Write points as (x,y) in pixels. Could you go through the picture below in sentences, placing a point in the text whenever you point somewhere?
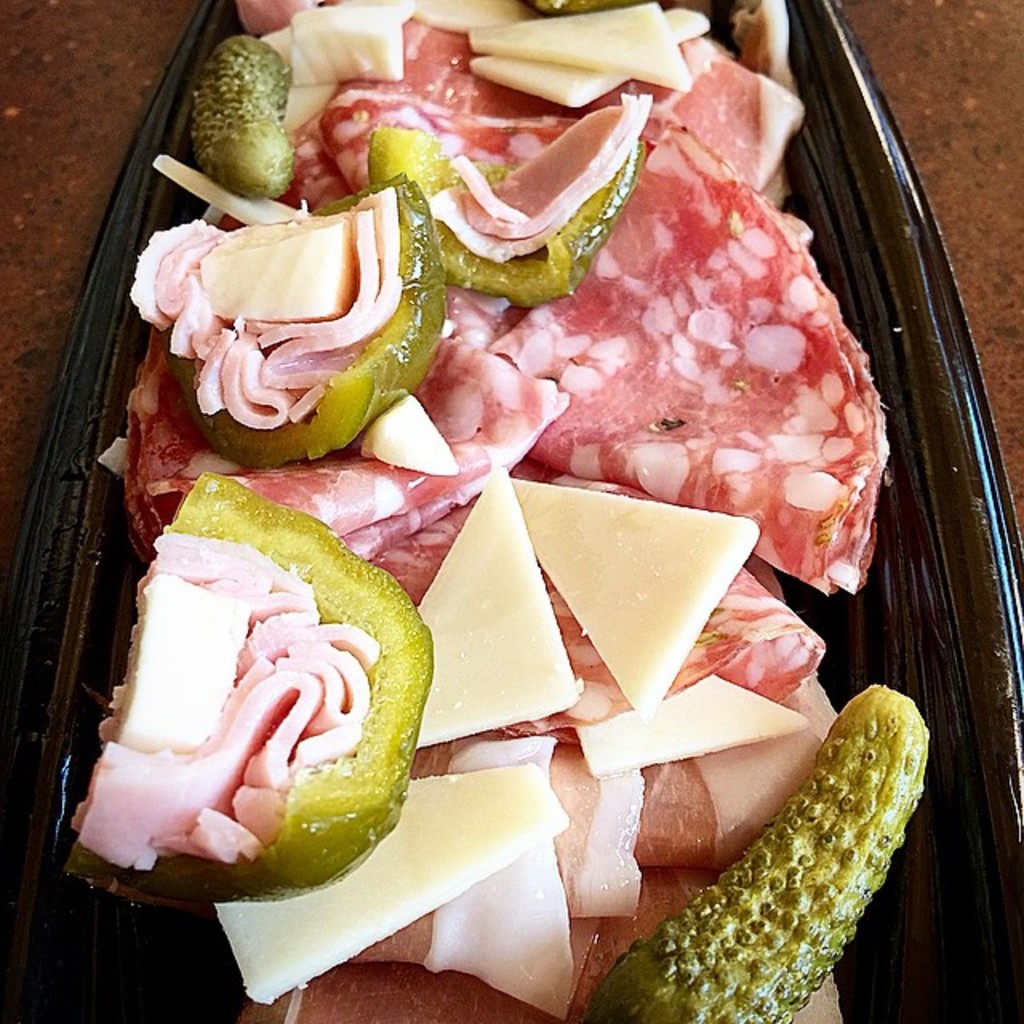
In this picture we can see meat (734,489), cheese (596,598), cucumber (755,980) and other food items (464,263) in a black bowl (931,878). This bowl (945,832) is kept on the table (985,251).
